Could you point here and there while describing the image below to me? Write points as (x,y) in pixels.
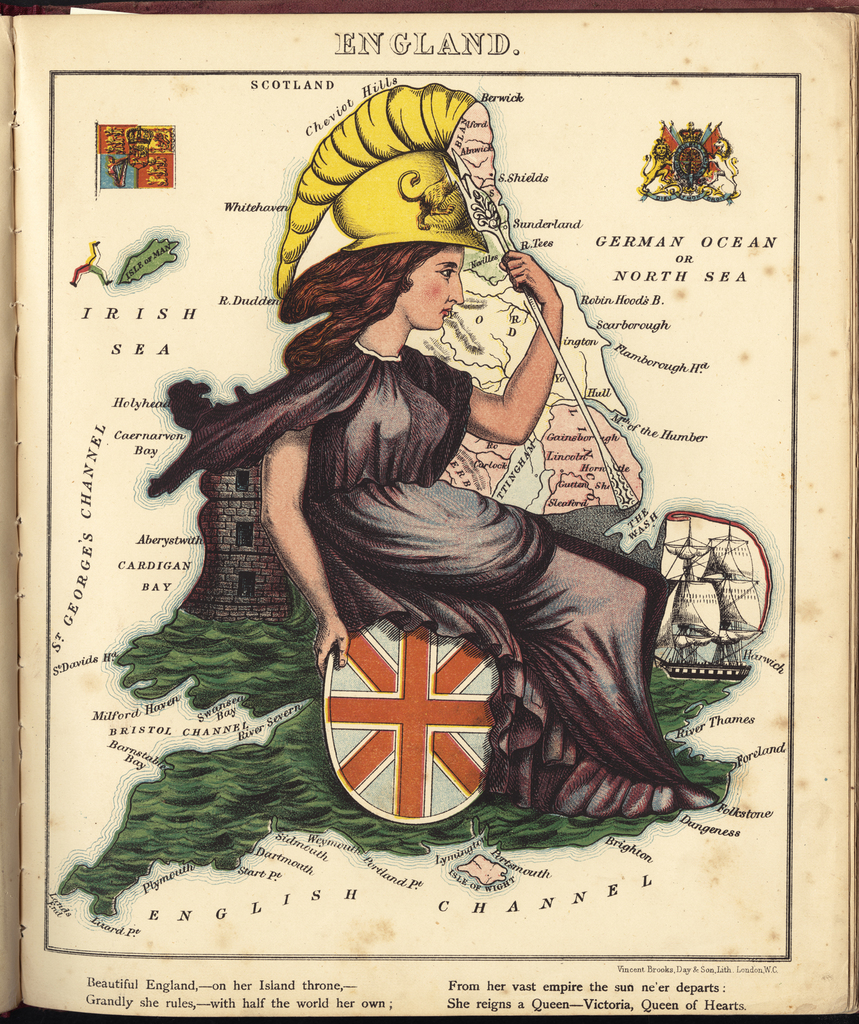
In this image we can see a book (699,920). In the center of the image (499,566) we can see a picture (370,461) of a lady (374,489) printed on the paper (634,707) and there is text (754,967).
